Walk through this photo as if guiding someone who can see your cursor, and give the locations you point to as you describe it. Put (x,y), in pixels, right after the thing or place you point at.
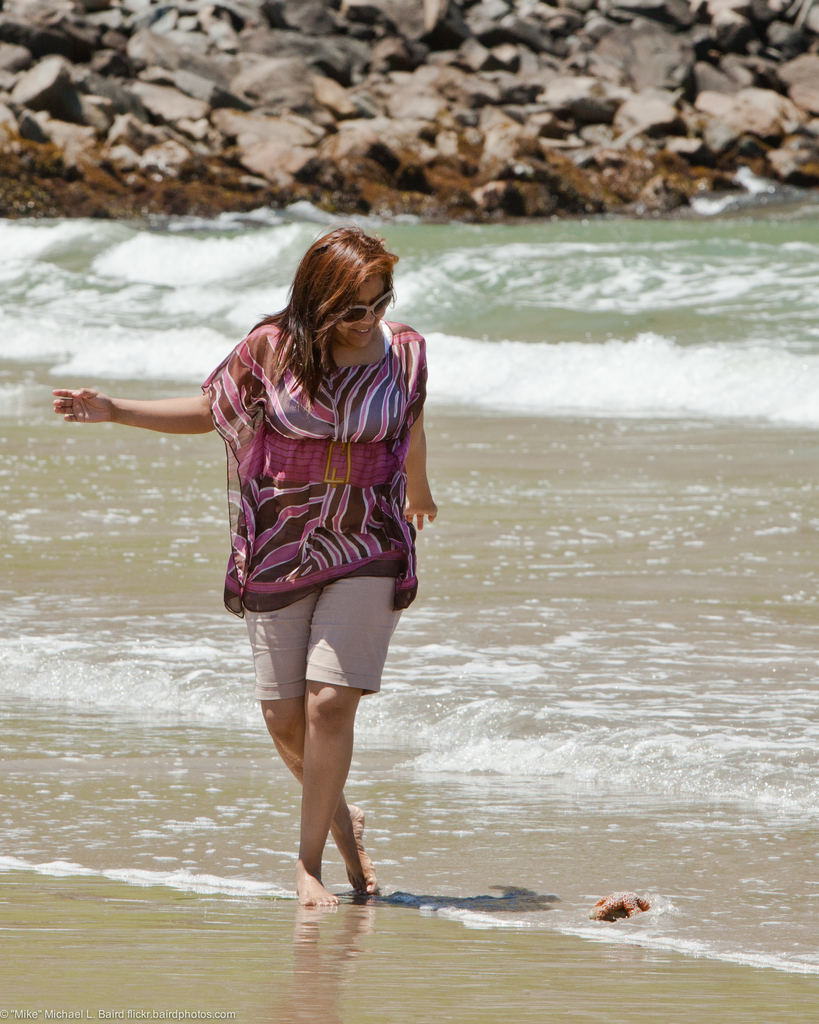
In the middle of the image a woman (355,246) is walking and smiling. Behind her there is water (813,656) and there are some stones (148,77).
